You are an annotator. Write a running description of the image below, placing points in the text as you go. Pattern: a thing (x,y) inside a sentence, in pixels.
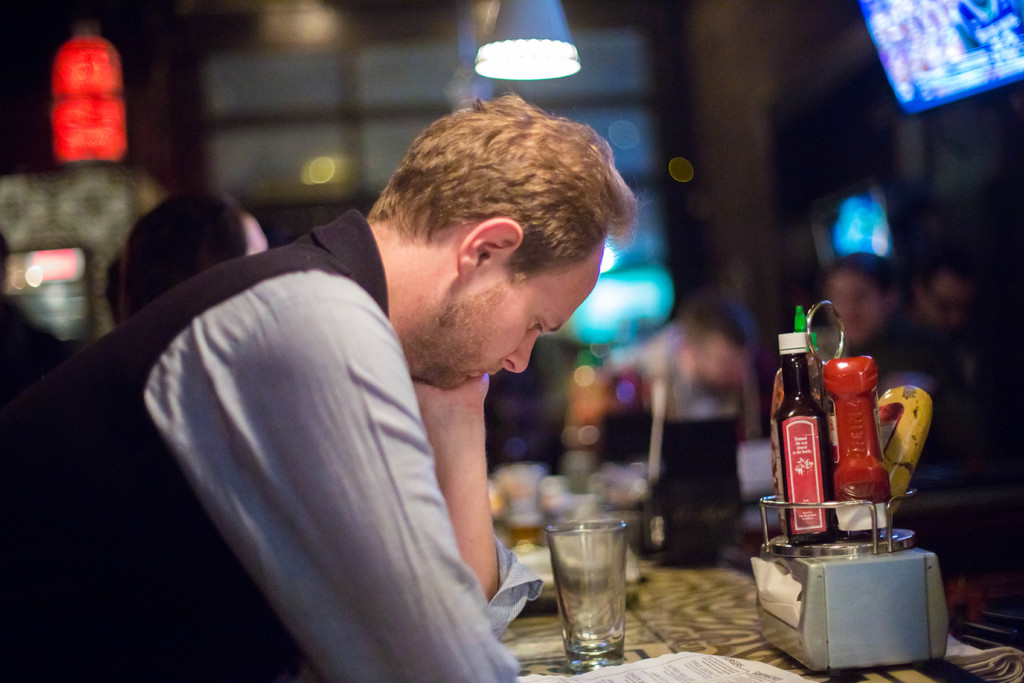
In the foreground of this picture (455,364), there is a man (374,420) near a table (547,657) and in front of him there is a glass (612,606), paper (704,662), and few objects (814,421). In the background (728,321), we can see lights (549,32), persons (717,302) and a window (312,111).
